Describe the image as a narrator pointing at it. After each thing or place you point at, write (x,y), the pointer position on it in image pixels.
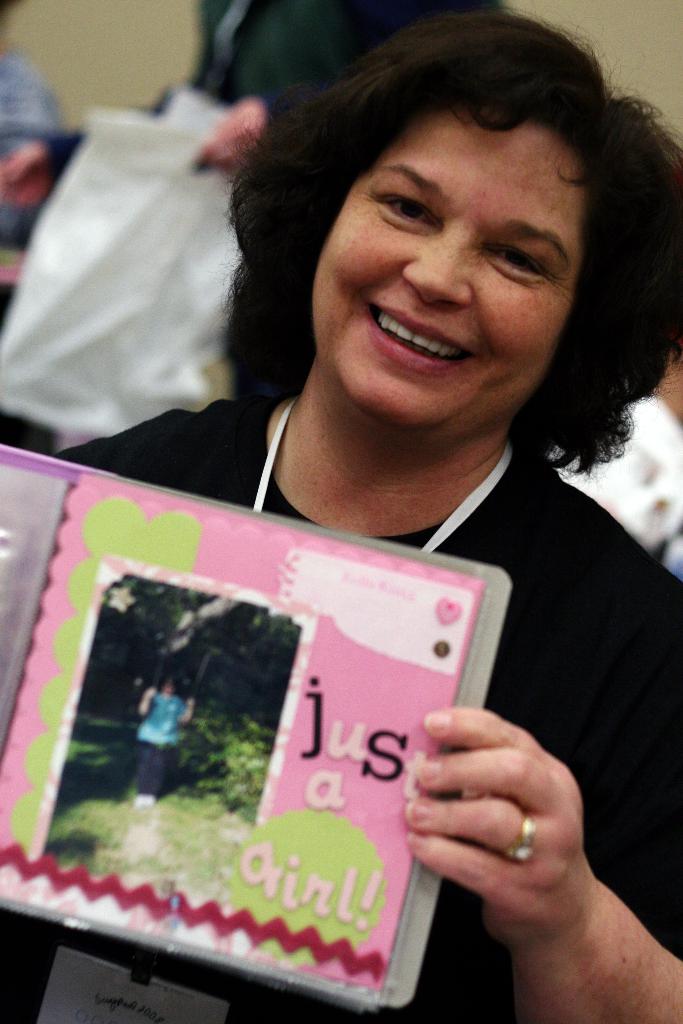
In the middle of the image (427,612) a woman (503,163) is standing and holding a book (427,612) and she is smiling. Behind her few people (641,478) are standing and holding a plastic bag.
